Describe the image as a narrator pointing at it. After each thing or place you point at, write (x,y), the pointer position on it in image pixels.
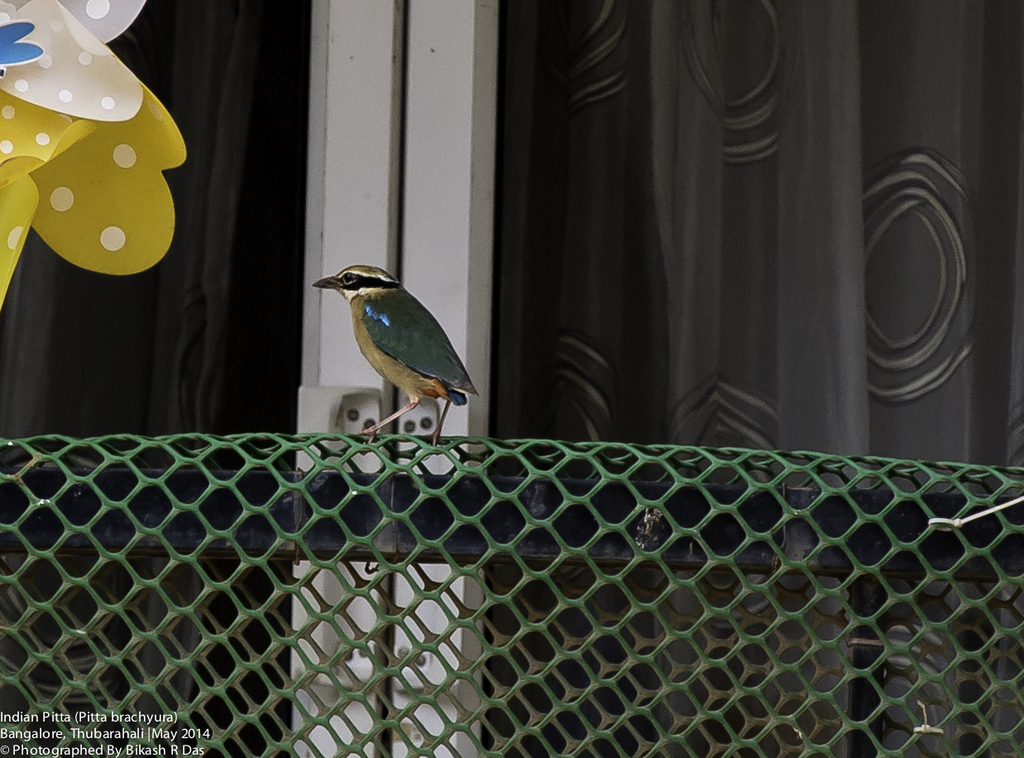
in this picture I can see a bird (372,291) on the metal fence (399,504) and I can see couple of curtains (215,235) to the window (414,234) and I can see text (52,713) at the bottom left corner of the picture (126,730) and may be color papers (140,230) on the top left (76,124).
